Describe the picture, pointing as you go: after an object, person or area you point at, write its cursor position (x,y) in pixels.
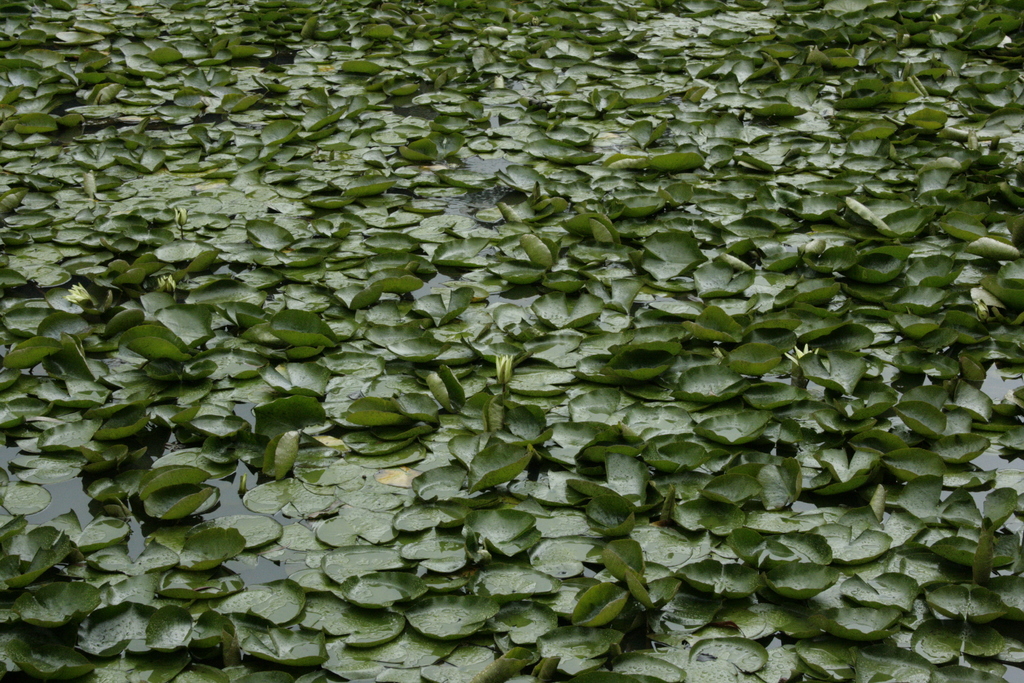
In this image I can see the green leaves (412,494) on the water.
